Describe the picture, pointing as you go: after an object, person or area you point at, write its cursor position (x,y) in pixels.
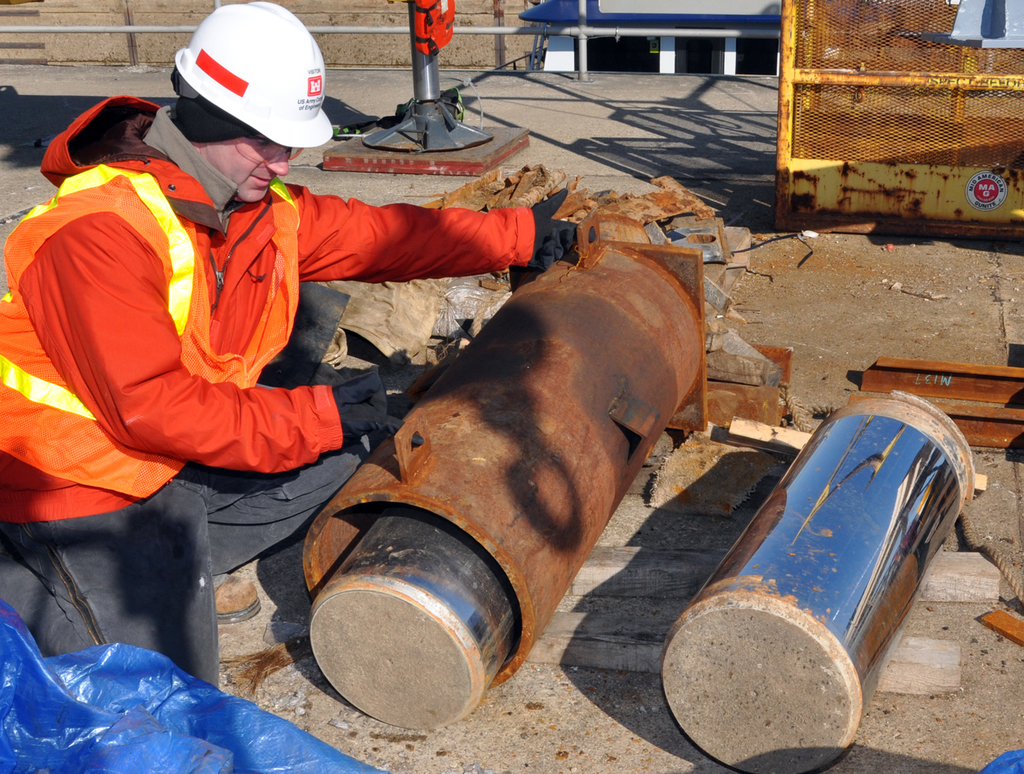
In this image, we can see a person (182,334) sitting, we can see two objects (495,548) on the ground (541,88). We can see the wall (510,44).
